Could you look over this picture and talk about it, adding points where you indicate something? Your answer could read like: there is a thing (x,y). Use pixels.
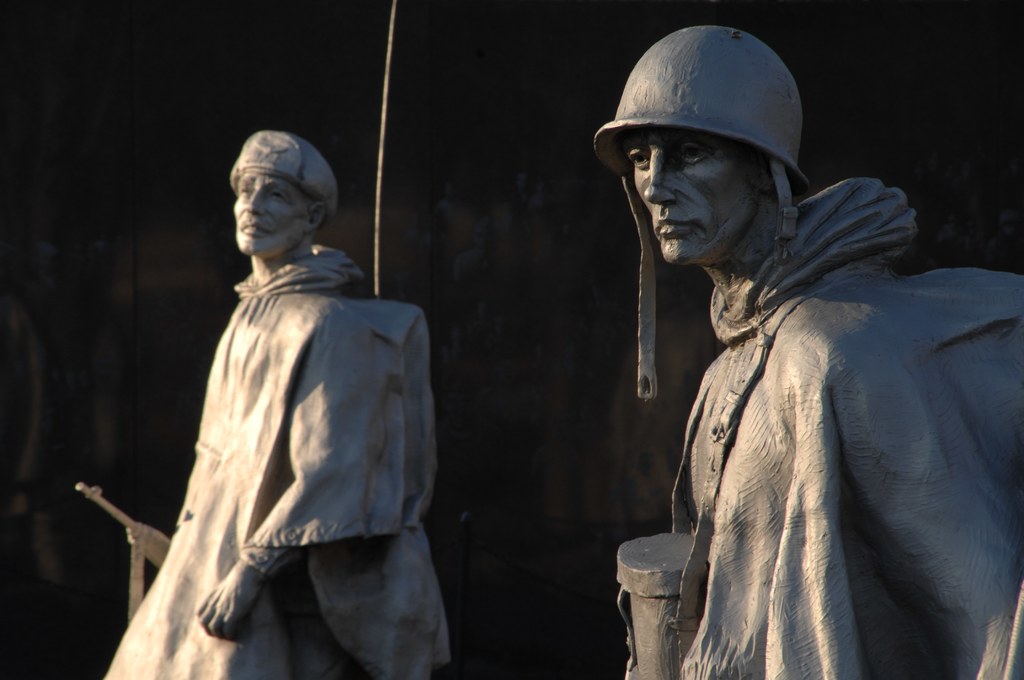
In this picture I can see there are two statues (834,476) and the backdrop (615,479) is dark.
